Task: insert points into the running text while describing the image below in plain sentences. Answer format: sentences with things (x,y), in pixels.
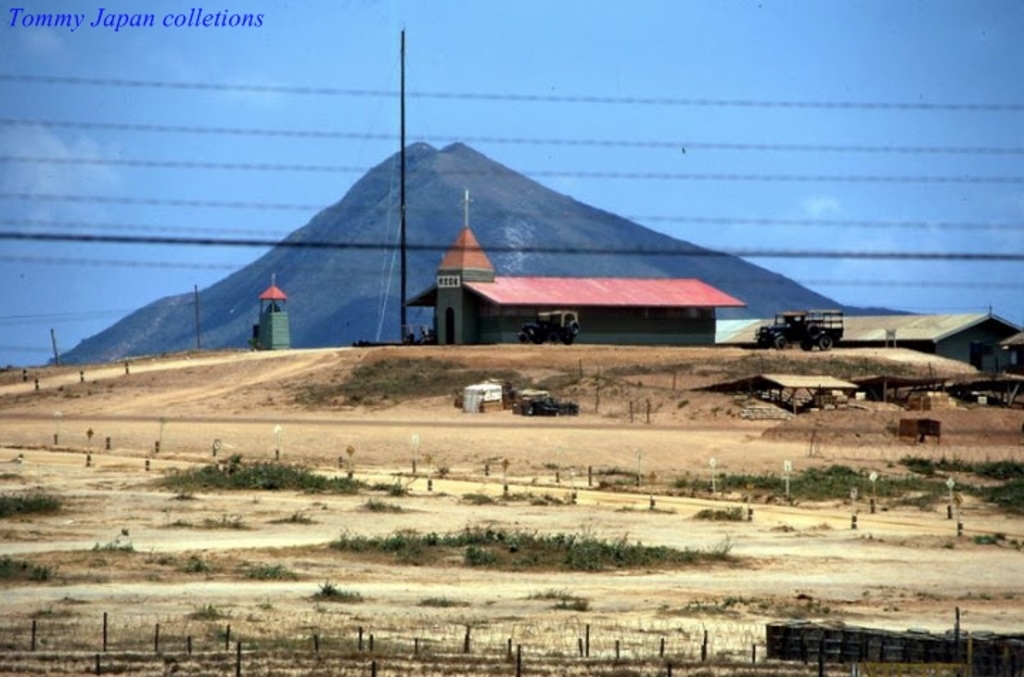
This picture is clicked outside the city. At the bottom of the picture (325,607), we see grass (57,623) and poles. In the middle of the picture (582,287), we see two jeeps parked on the road (635,346) and we even see a church (470,304), house (995,347) and shed (809,377). In the background (234,338), we see a hill (415,228) and at the top of the picture (521,56), we see the sky (724,92).
